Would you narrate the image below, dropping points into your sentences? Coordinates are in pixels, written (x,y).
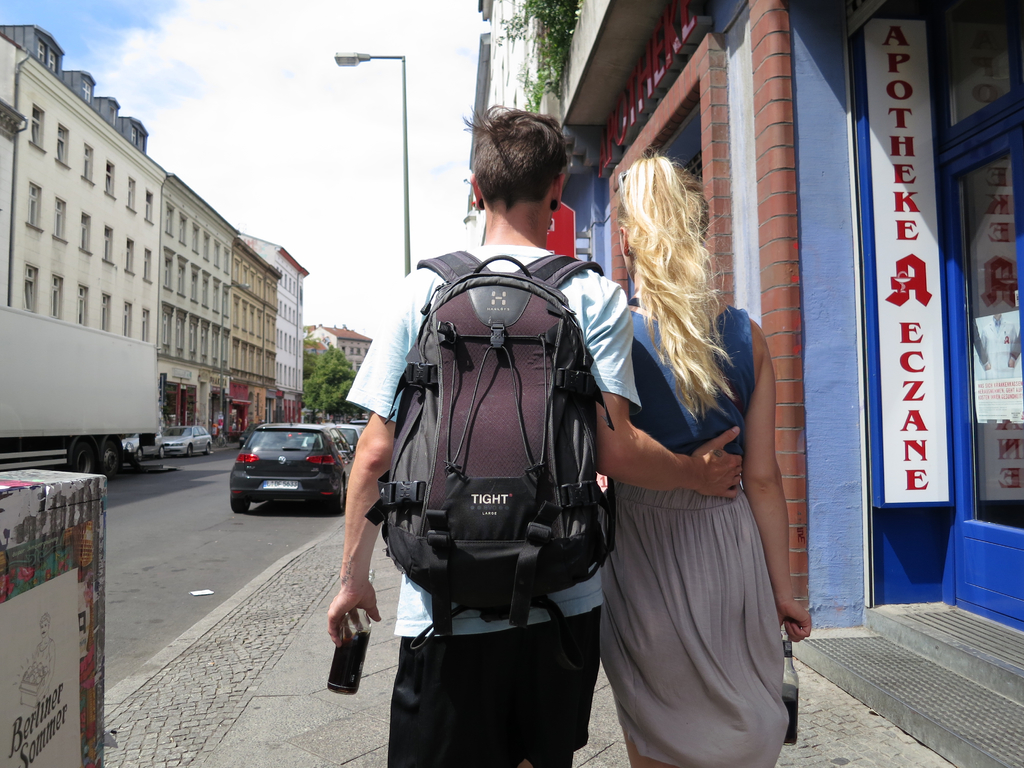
This picture is clicked in the city. Here, we see women (668,406) in blue and grey dress (684,438) is holding glass bottle (785,700) in her hand (793,613). Beside her, man (378,393) in blue t-shirt (397,353) is wearing backpack (510,488), is also holding a glass bottle (353,646) in his hand (369,592) and both of them were walking on footpath (316,558). Beside them, we see cars (264,431) moving on the road (218,462) and on the left corner of the picture (108,255), we see buildings (281,361) and trees (335,379).
